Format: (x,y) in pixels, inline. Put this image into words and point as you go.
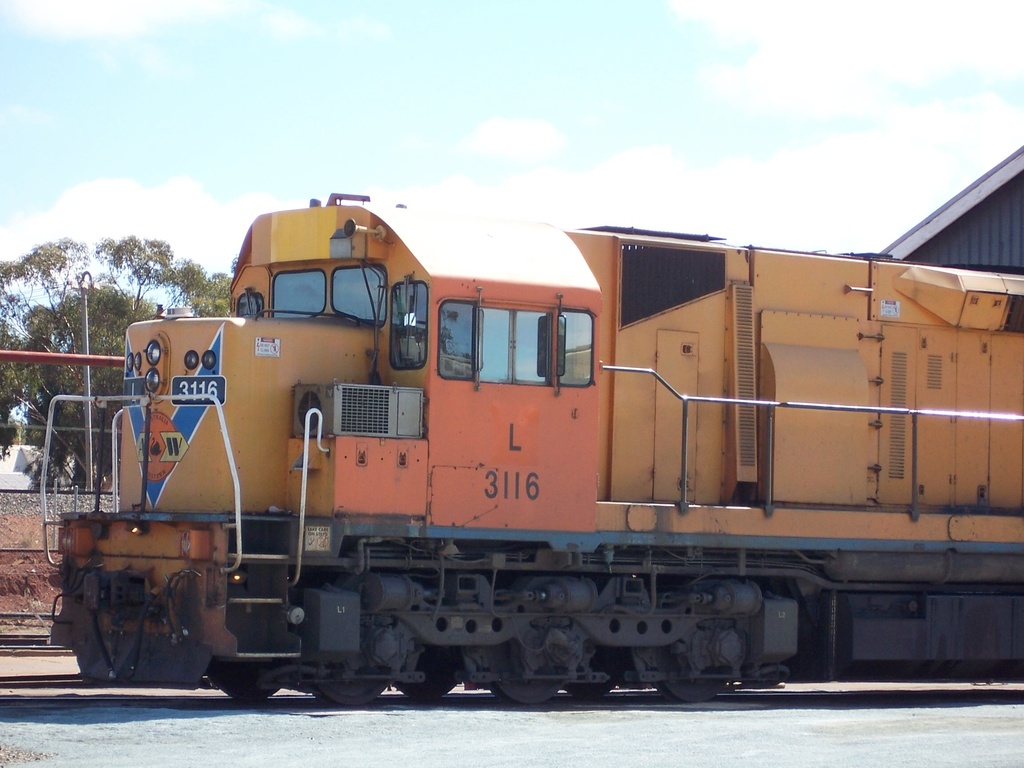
In this image we can see a train (336,469) on the track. On the backside (224,287) we can see a tree (109,350), a roof (925,221) of a house (962,204) and the sky (702,162) which looks cloudy.
